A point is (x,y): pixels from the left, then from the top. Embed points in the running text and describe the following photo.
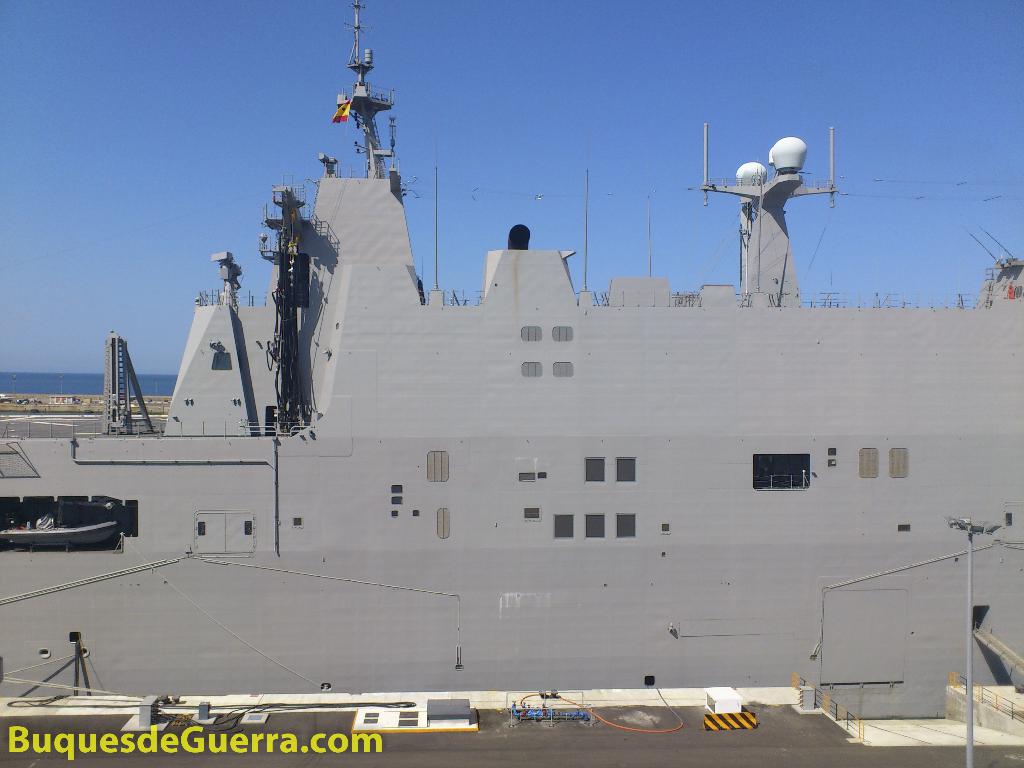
As we can see in the image there is a ship (437,505) and on the top (454,93) there is sky (403,88).
